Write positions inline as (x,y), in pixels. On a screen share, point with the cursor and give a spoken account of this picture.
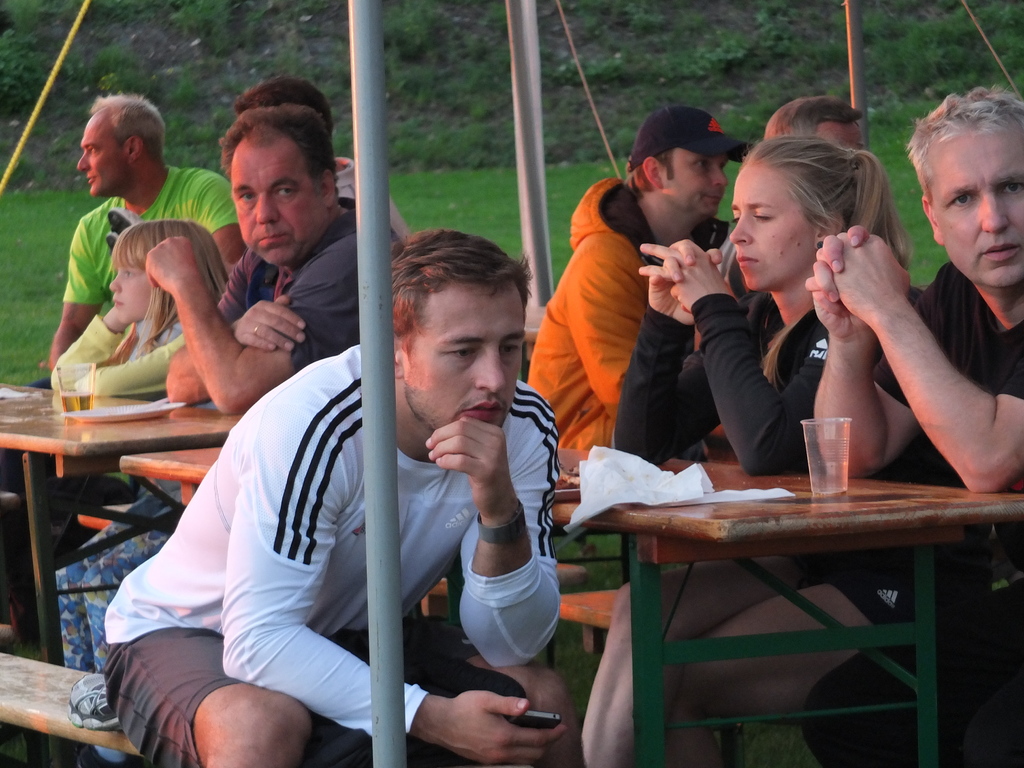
In this picture we can see group of people (142,541) are seated on the chair (45,667), in front of them we can find glasses (826,430), plates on the table (115,439), and also can see some metal rods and grass (491,181).
